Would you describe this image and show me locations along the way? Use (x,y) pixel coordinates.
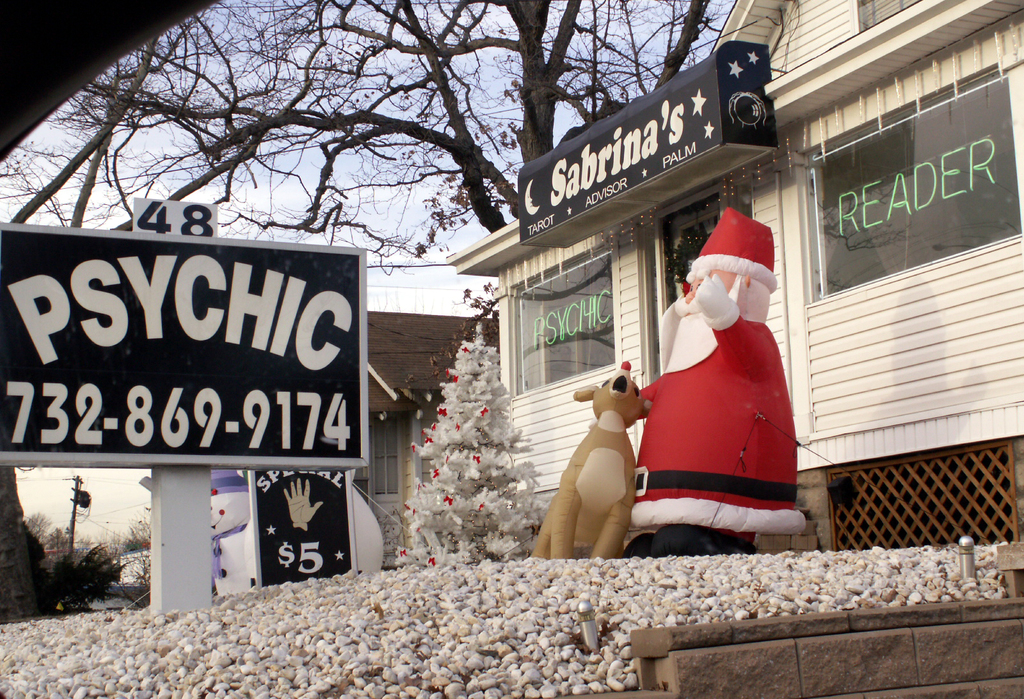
In this image there is a Christmas tree (482,429), name display board (309,403), inflatable dolls (601,480) in front of a house (665,290), behind the house (677,212) there is a tree (534,66).
